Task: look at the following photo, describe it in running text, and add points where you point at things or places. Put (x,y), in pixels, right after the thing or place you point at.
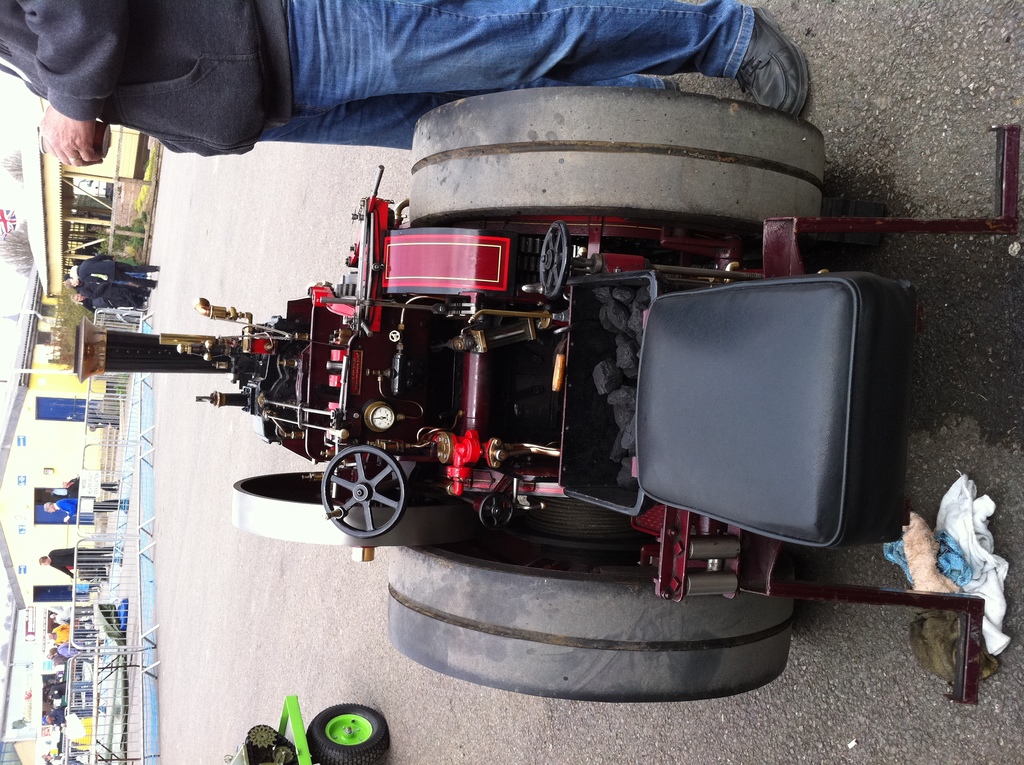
In this picture there is a small red color tractor toy (880,484) parked on the road ground (340,615). Beside there is a man (296,103), standing near the tractor (664,643) and wearing black color jacket (285,70) and blue jeans (549,56). In the background (123,699) there is a yellow color shade house (46,309) and silver railing (103,414).
